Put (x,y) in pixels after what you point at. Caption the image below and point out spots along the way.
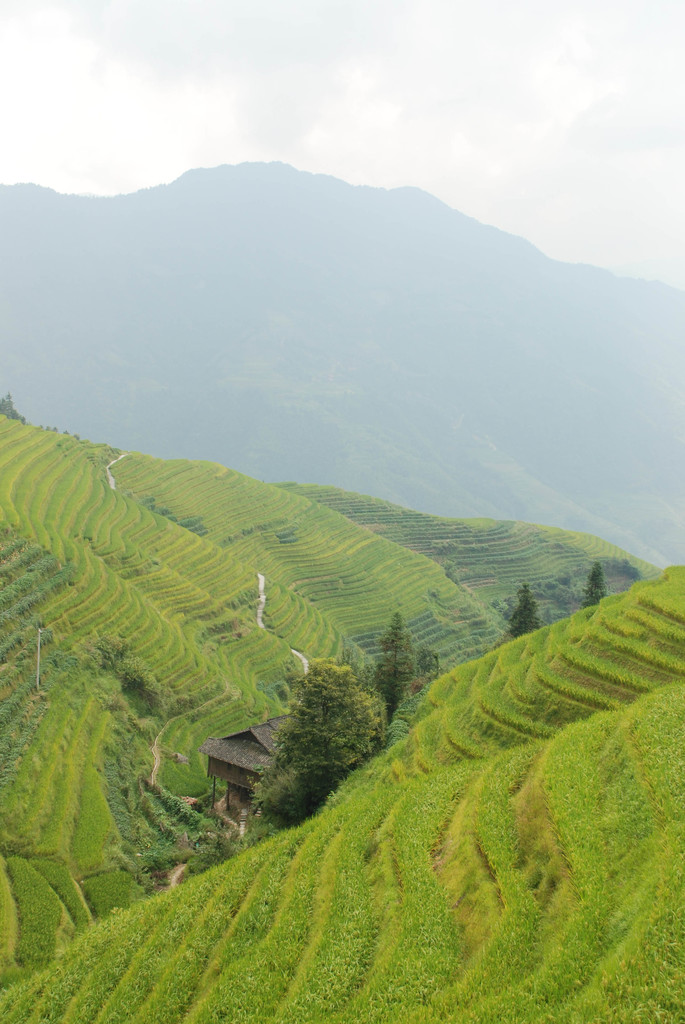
In the picture we can see hills (525,973) covered with grass (558,939) and in the middle of the hills (274,882) we can see some trees (306,738) and a small house (223,789) and in the background (76,165) we can see some hills (437,325) and the sky (338,161) with clouds (17,82).
